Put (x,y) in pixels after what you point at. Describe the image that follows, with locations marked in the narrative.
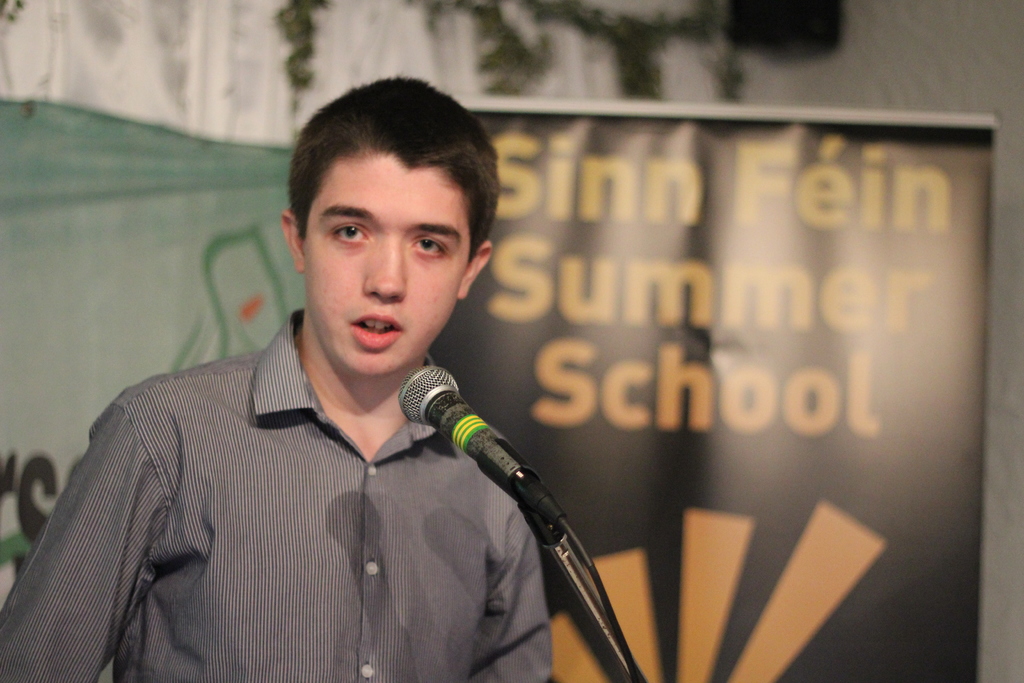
In this image we can see a person (285,422) standing in front of the mic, also we can see the banners (134,176) with some text (613,200) on it, in the background (851,104), we can see the wall (846,65).
